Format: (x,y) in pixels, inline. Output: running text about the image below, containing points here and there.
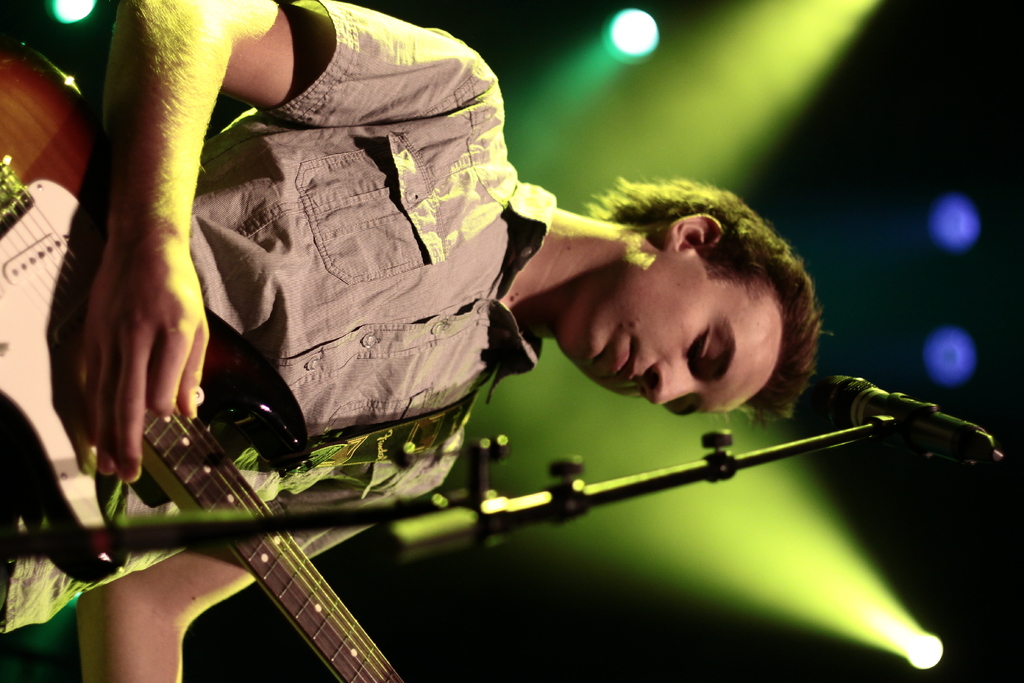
In this image we can see a man (426,374) playing the guitar (153,437) and standing in front of the mike stand (890,424). In the background (775,434) we can see the lights (935,646).
